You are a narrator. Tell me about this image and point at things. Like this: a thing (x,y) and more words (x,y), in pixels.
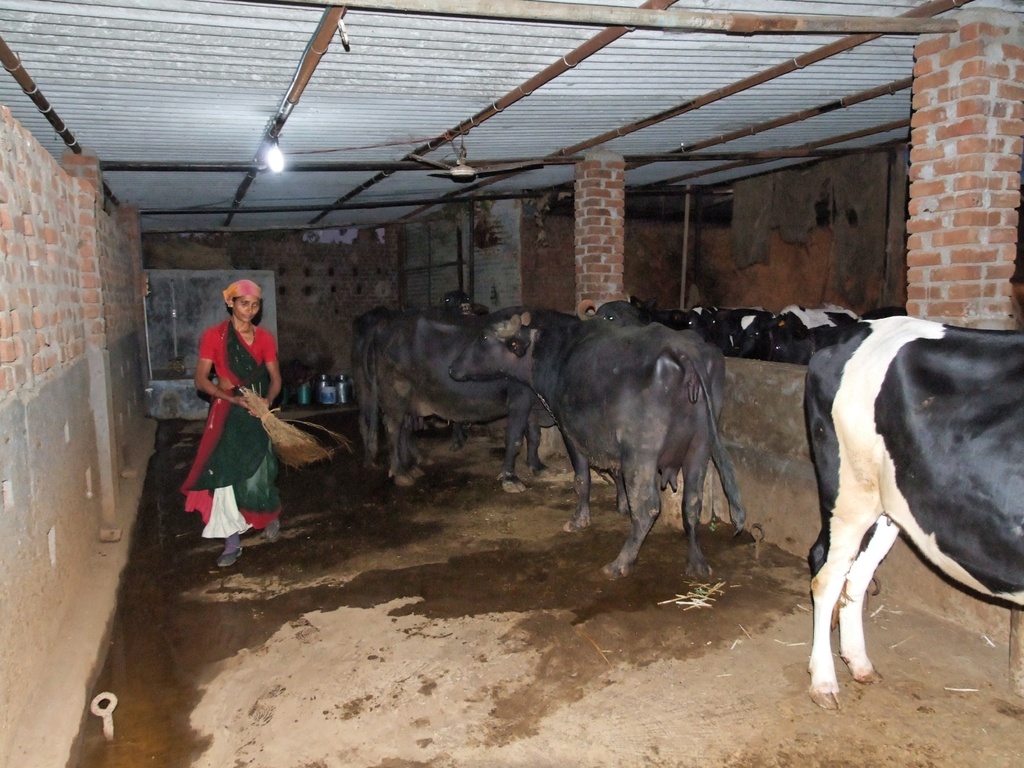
In this picture, we see the woman (214,355) is standing and she is holding the broomstick (267,410). On the right side (914,461), we see the buffaloes (693,430) and cows (813,422). Beside them, we see a wall (733,393) and pillars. On the left side (89,150), we see a wall (89,308) which is made up of bricks (7,345). In the background (335,395), we see the cans (320,390). This picture might be clicked in the shed (391,67). At the top (361,161), we see the light (276,154), fan (478,172) and the roof (418,170) of the shed (471,550).
